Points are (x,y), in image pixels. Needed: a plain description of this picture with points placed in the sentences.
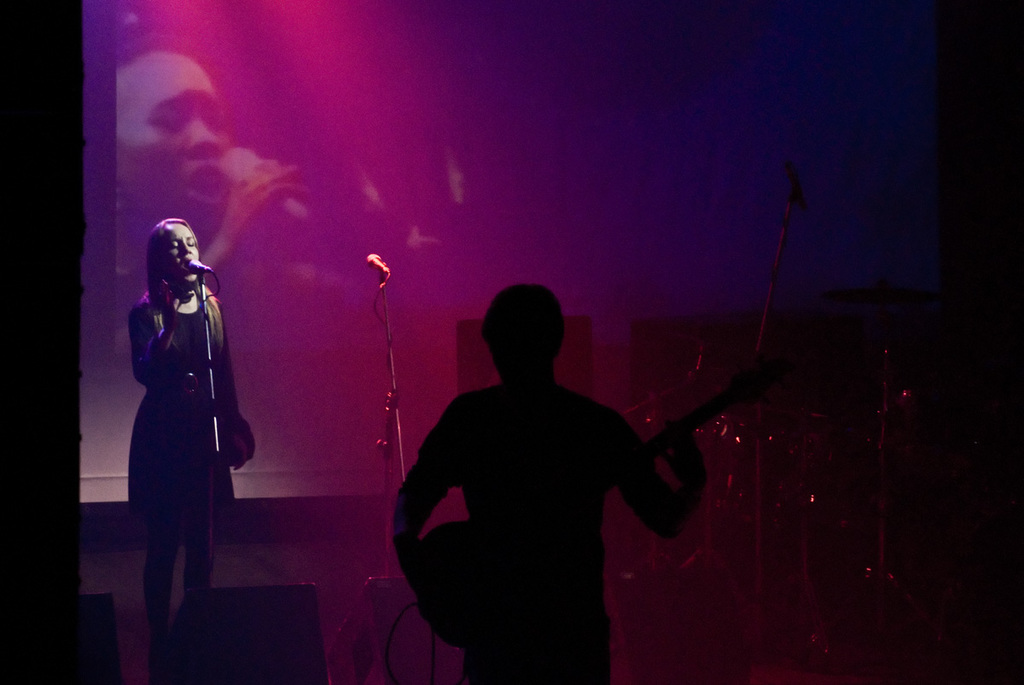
In this image we can see this person (403,554) is holding a guitar (445,617) and this person (183,394) is singing through the mic (192,268) which in front of her. The background of the image (412,362) is dark where we can see the projector screen (452,183).
